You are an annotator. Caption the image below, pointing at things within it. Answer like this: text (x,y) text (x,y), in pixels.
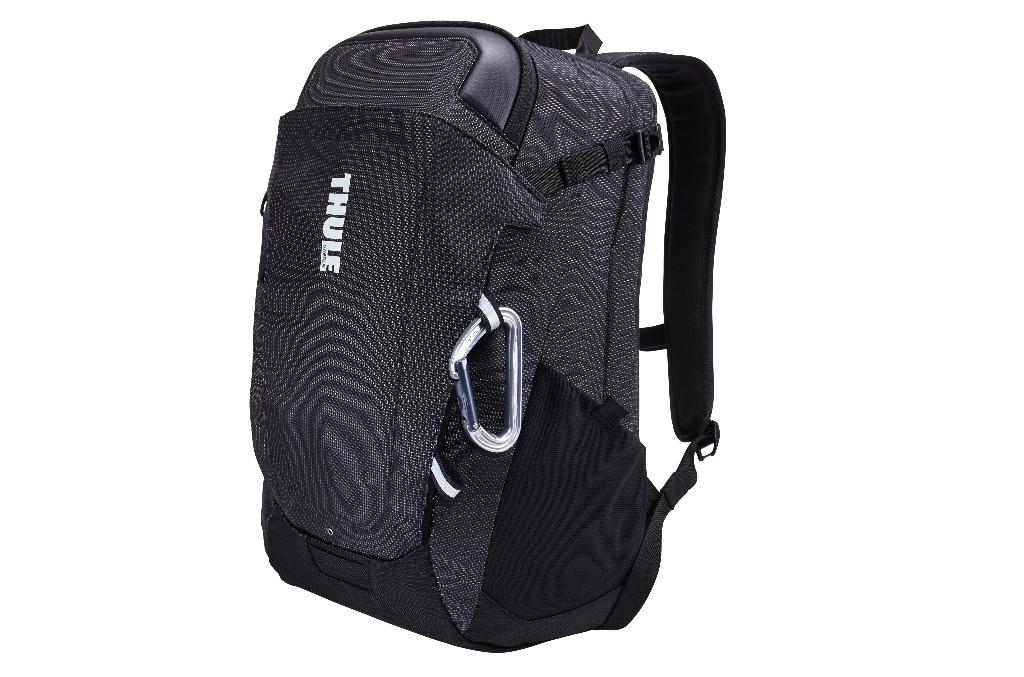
Here we can see a black color bag (476,157). In the background (898,46) the image is white in color.
